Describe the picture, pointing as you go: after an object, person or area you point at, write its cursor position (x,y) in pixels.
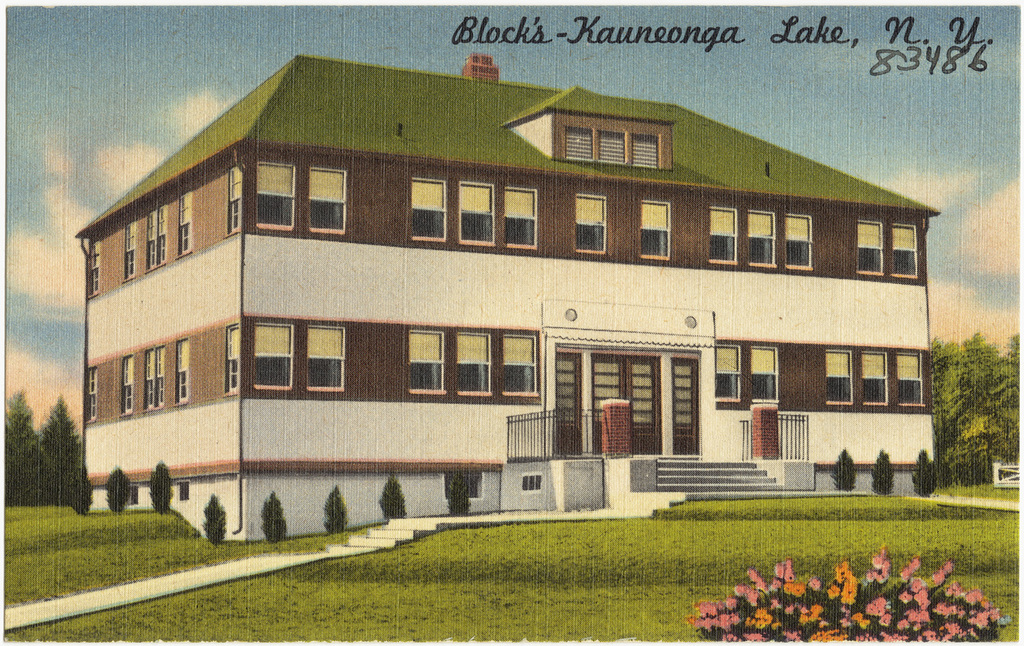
In the foreground of this image (751,505), there is grassland (485,599), stairs (695,486), trees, flowers (789,621), a building (554,232), sky (138,63) and the cloud (180,117) are depicted. At the top (801,41), there is some text (811,39).
